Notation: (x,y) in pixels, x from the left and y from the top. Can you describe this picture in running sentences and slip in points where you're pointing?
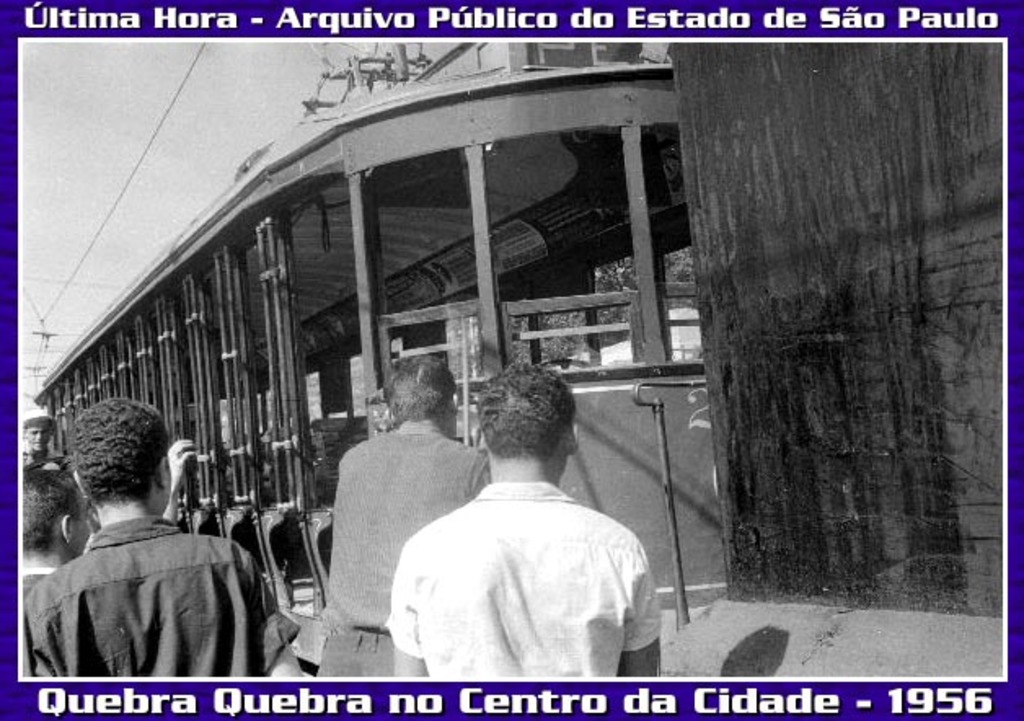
This is the black and white image with blue borders (17,29) on which we can see some text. In the image we can see these people (580,568) are walking on the road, tram (233,273), wires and the sky (31,404) in the background (107,388).
